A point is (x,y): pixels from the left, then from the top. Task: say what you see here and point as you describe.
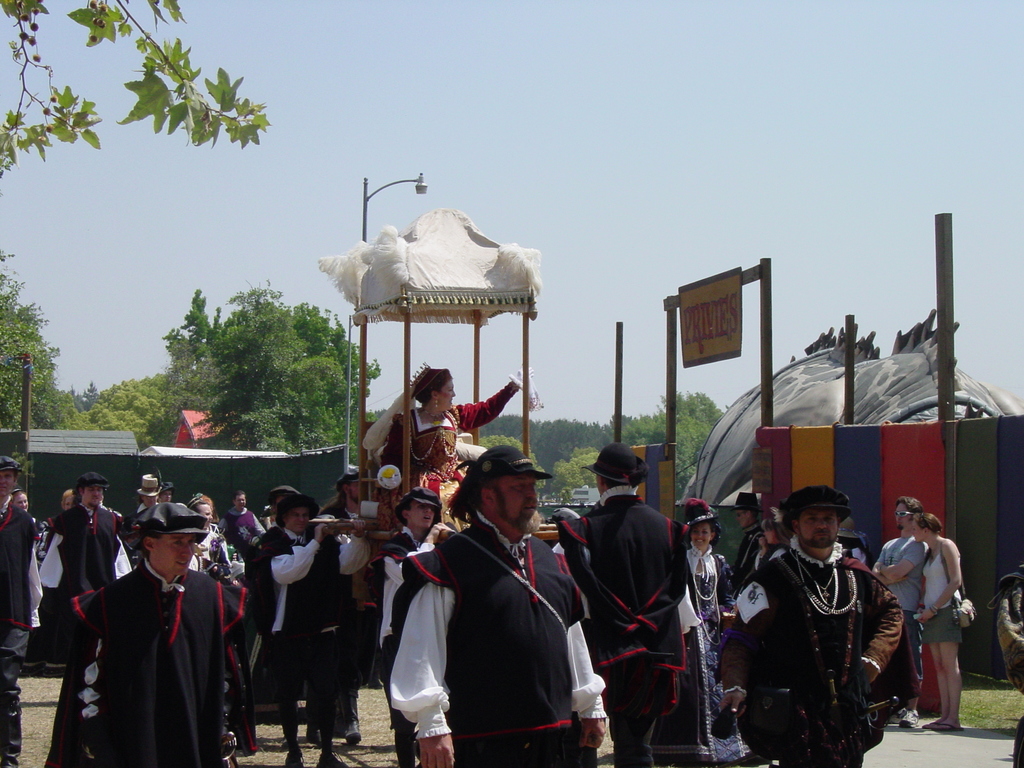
In this image, we can see a group of people (628,514). Few (1012,672) are standing and walking. In the middle of the image (444,442), we can see a woman (441,454) is sitting. Background (989,441) we can see so many trees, poles (948,462), wall (929,492), name board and sky (354,107).
